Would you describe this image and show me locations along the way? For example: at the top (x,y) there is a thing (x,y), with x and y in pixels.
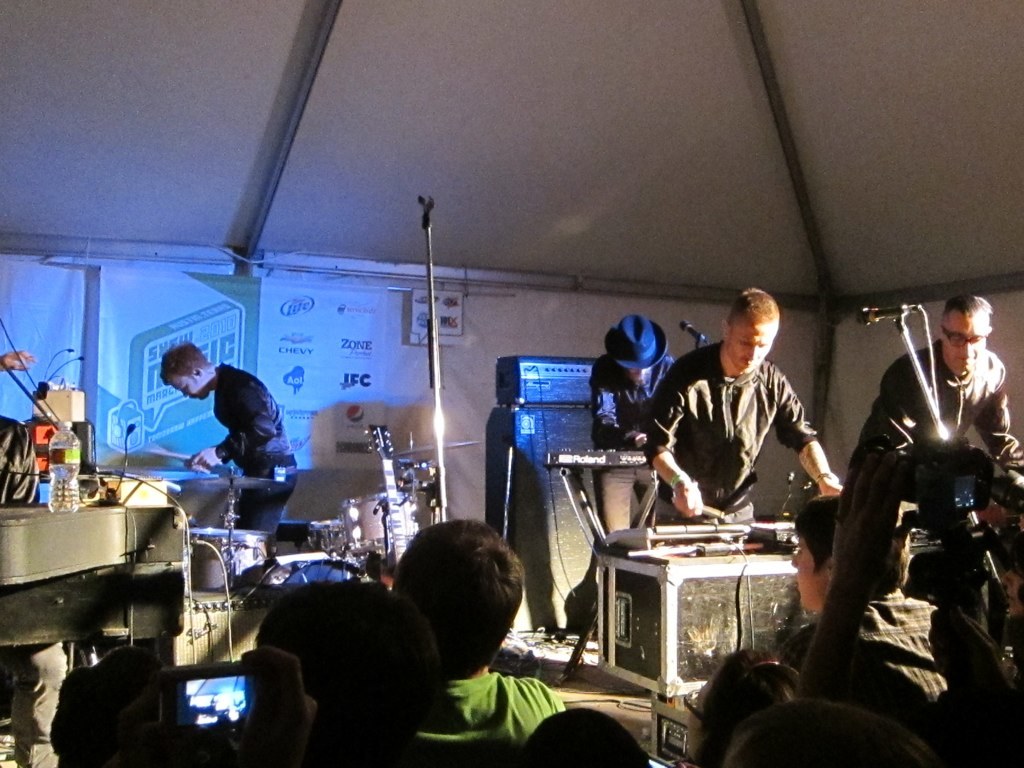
In this image there are a few people (254,439) standing and playing musical instruments (716,527). Beside them there are musical keyboards (589,461), guitars (393,496), microphones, drums (234,529) and cymbals (260,483). To the left (85,566) there are boxes (66,599). On the boxes (58,550) there are bags (43,442) and a water bottle (58,479). At the bottom (464,677) there are people (851,670). In the background (427,357) there is a wall (513,293). There are banners (225,304) on the wall (524,300).
